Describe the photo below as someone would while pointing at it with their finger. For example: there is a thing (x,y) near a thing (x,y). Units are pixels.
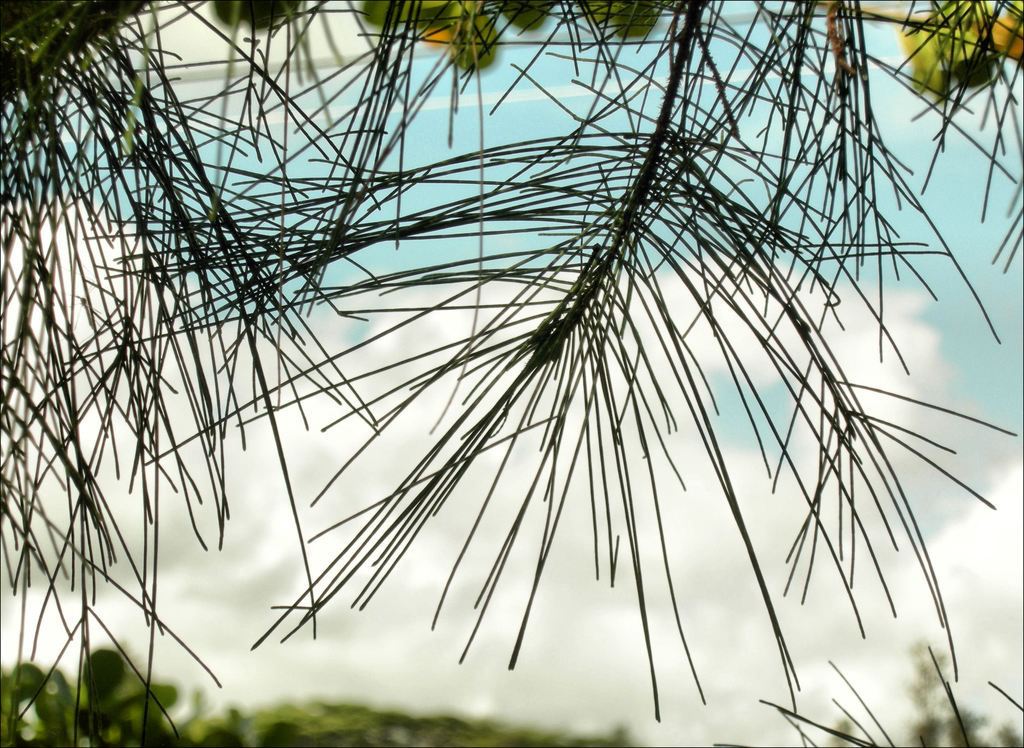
In the foreground of the picture (309,296) there are branches (464,308) of a tree (10,65). The background (730,412) is blurred.
